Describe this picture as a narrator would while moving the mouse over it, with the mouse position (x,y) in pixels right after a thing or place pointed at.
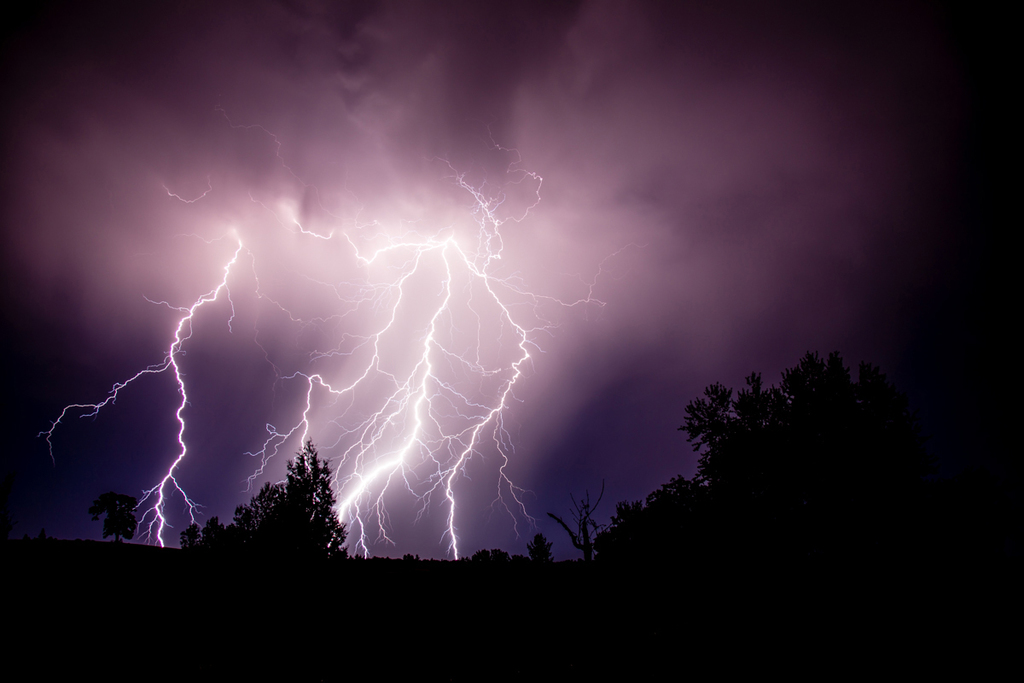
In this image we can see the lightning (464,399), trees (795,397) and other objects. At the top of the image (145,141) there is the sky (145,141). At the bottom of the image (614,663) there is a black surface (375,607).
